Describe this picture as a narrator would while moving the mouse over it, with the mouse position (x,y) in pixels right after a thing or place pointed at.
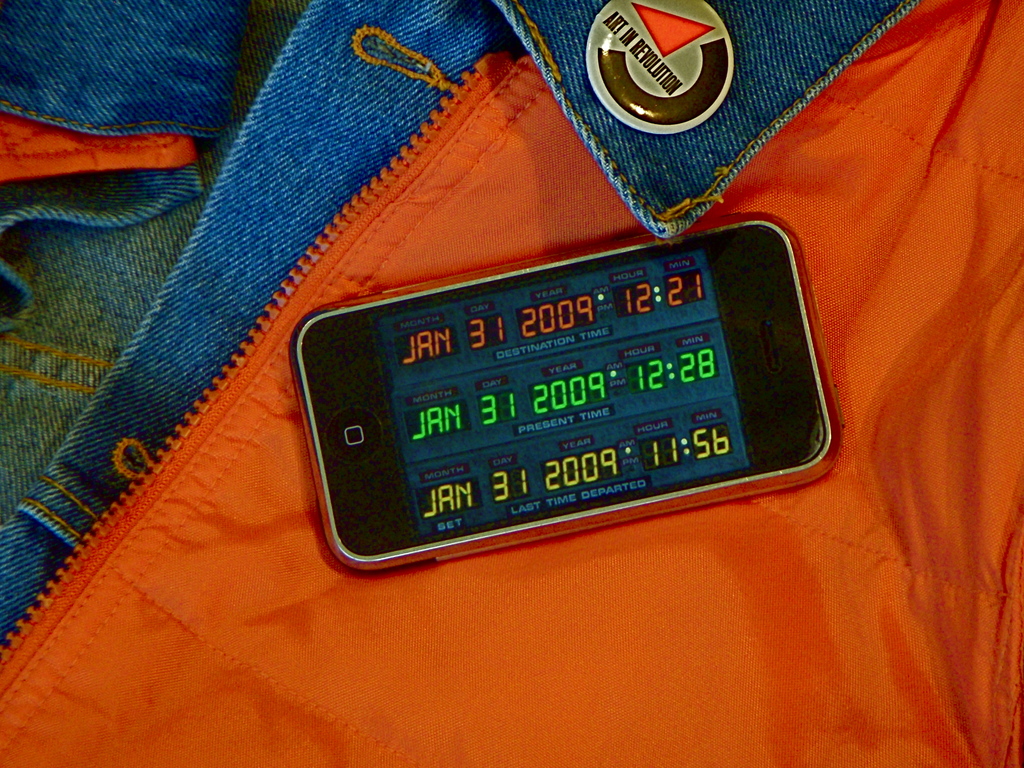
In this image, we can see clothes (93,146) and there is a mobile (454,400) with some text (482,337) on the screen (482,337).
